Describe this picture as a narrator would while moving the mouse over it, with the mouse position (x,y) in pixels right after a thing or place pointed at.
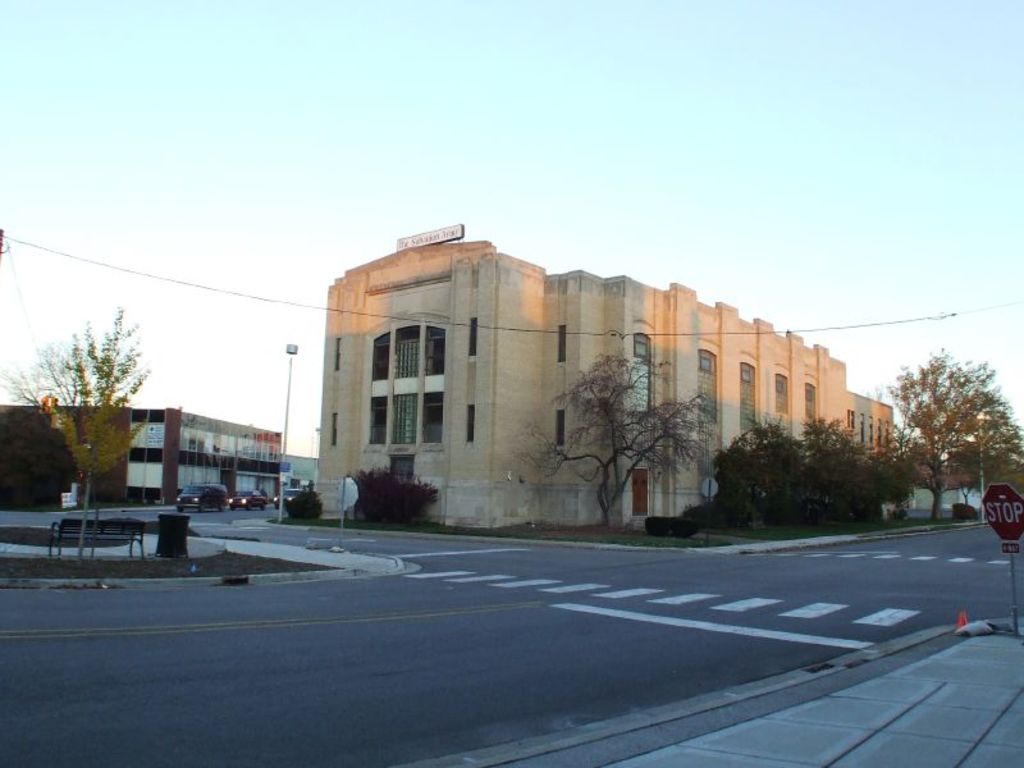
In this picture we can see the road (496,600), footpath (821,687), sign boards (1004,504), poles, buildings (447,507) with windows (637,345), trees (783,463), grass (653,539), bench (126,525), vehicles (221,492), posters (158,431), name board (419,240) and some objects (181,542) and in the background (452,213) we can see the sky (527,128).
